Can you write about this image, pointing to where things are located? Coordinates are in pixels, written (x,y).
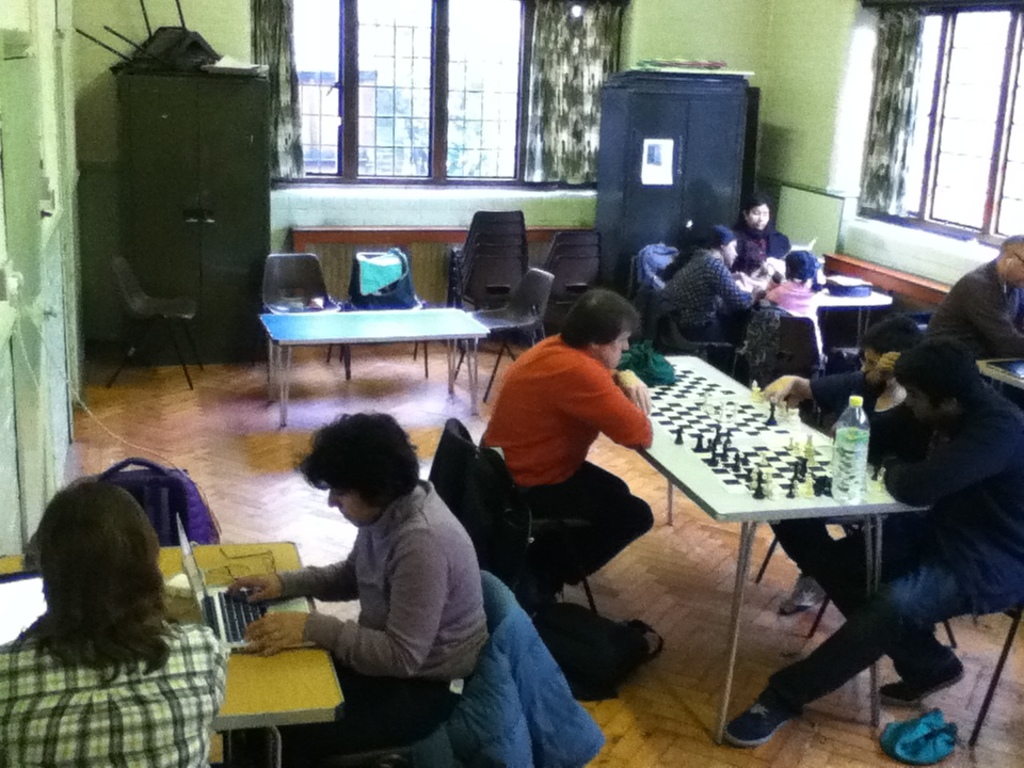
In the image we can see there are people (518,432) who are sitting on chair (785,349) and on the table (712,370) there are chess board (739,423) with coins (758,482) and water bottle (841,486) and on the other table (321,660) there is a woman (329,616) who is working on laptop (223,601).
